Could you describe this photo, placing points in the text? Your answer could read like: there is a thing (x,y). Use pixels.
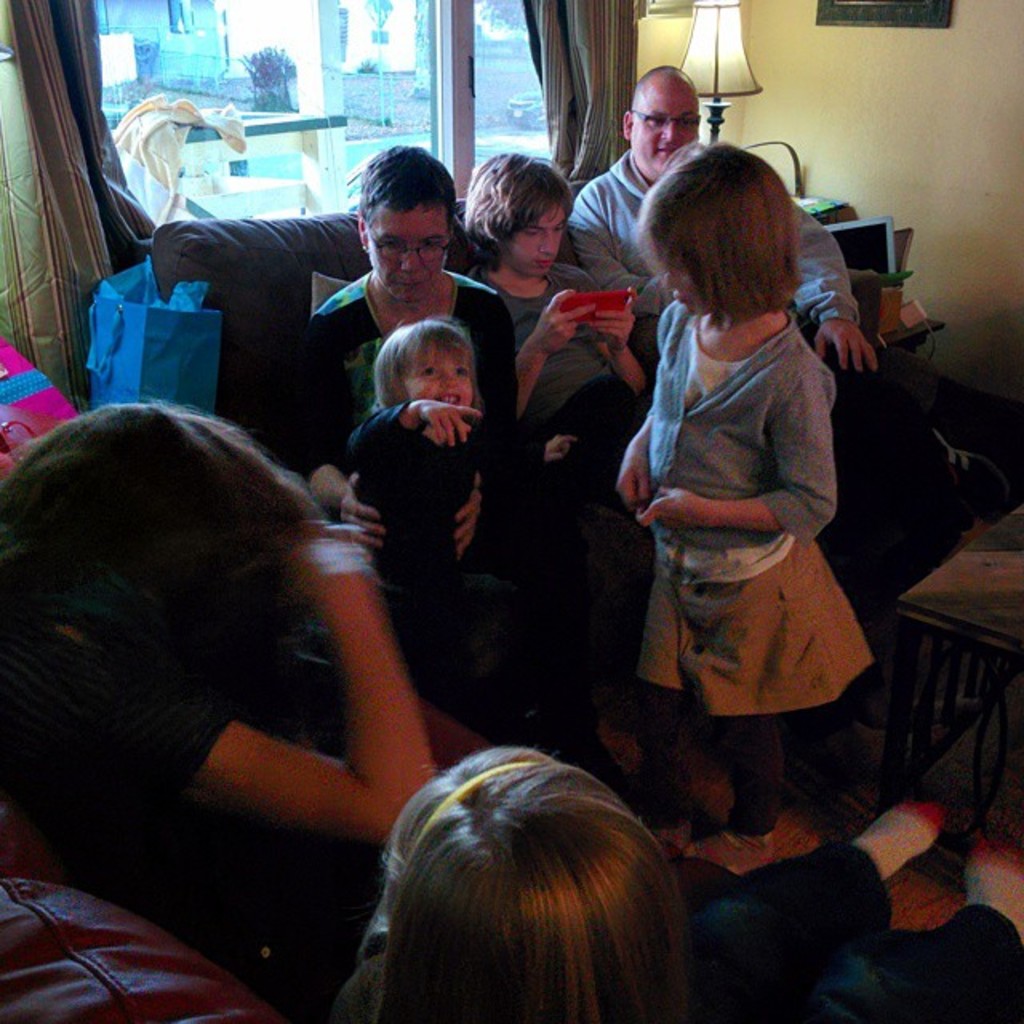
We can see a group of persons (438,530) in the middle of this image (460,407) and there is a wall (743,132) in the background (739,118). There is a glass window (336,90) at the top of this image (448,98). There is a lamp (705,85) present on the right side (711,76) to this window (501,37).
